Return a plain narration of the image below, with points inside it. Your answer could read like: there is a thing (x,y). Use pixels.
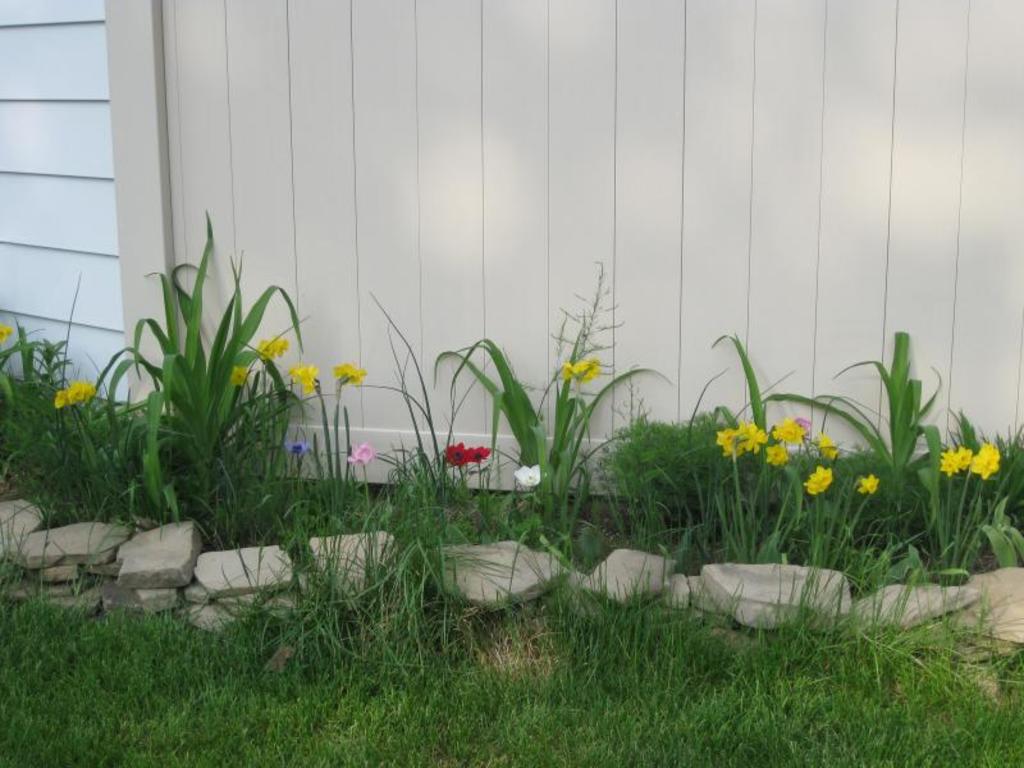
This is grass (400,734). There are stones (761,588) and plants (997,514) with flowers (479,448). In the background (663,194) there is a wall (548,138).
